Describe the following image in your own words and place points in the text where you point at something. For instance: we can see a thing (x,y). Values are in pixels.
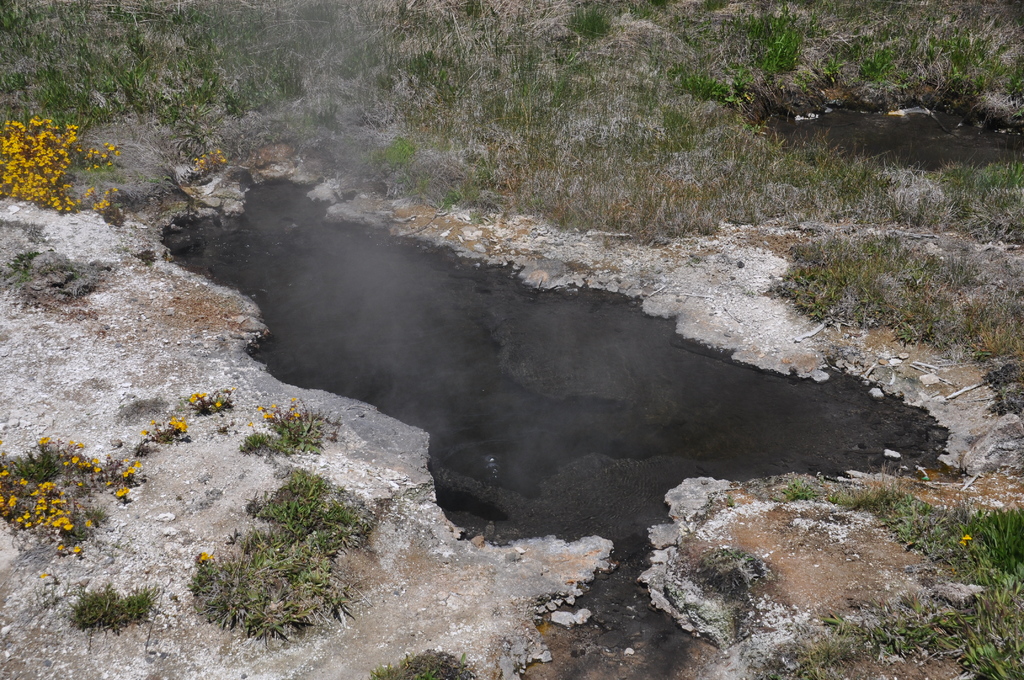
In this image I can see the water (435,480). To the side I can see some yellow color flowers (22,479) to the grass (27,84). In the back (285,59) I can see the grass (447,109).
